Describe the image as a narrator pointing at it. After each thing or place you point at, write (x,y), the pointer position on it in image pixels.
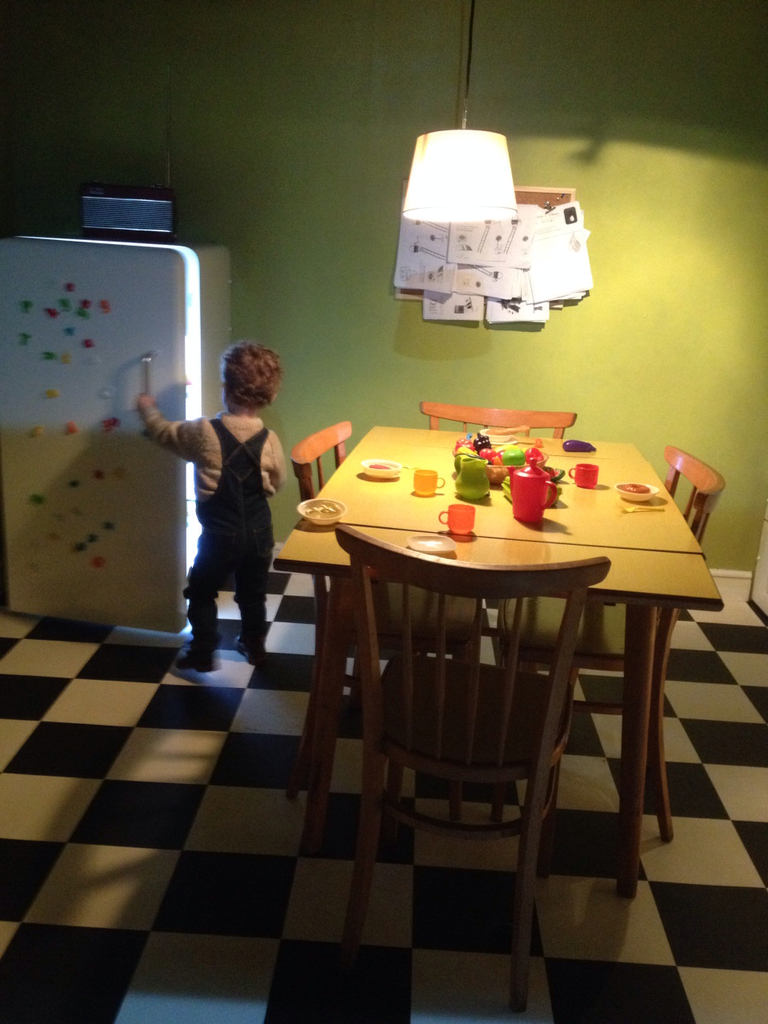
This picture shows a boy (234,381) standing and we see jugs (524,482) and cups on the table (391,450) and we see few chairs (456,808) around.
